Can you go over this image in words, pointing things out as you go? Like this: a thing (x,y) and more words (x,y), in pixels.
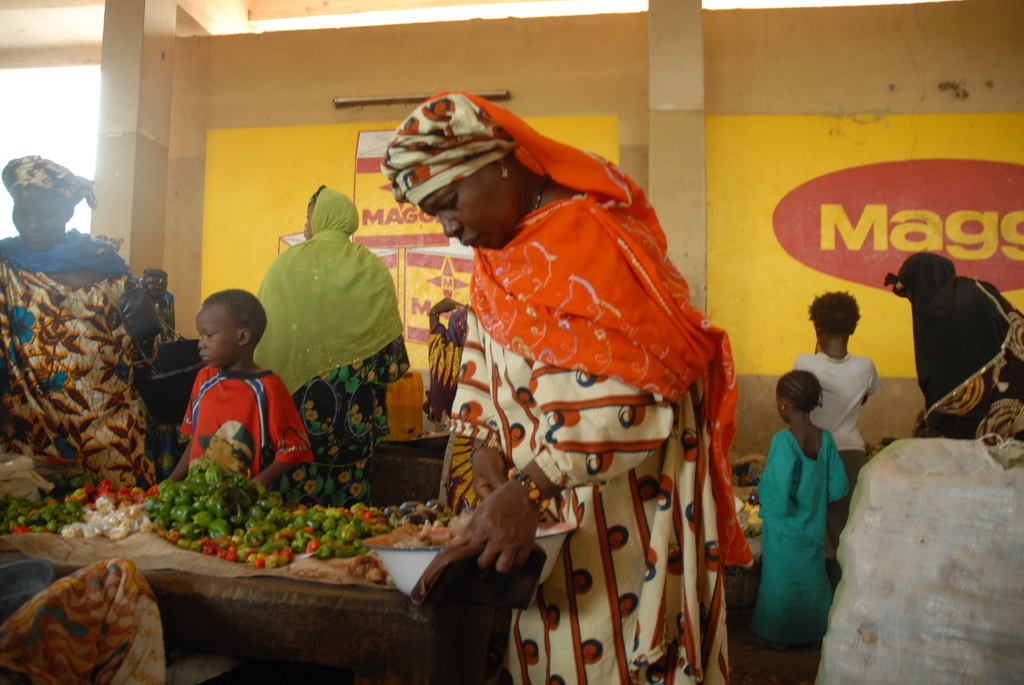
In the image I can see some people (611,490) who are standing around the table (401,615) on which there are some vegetables (144,511) and behind there is a poster (284,220).
